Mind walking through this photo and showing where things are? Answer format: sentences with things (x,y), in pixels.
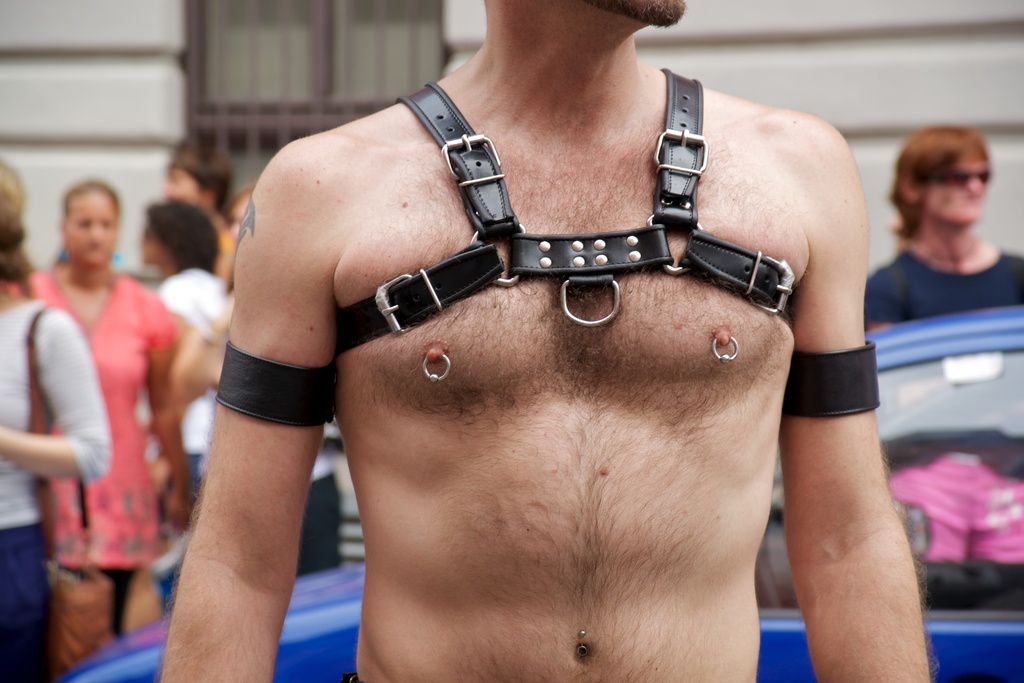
in this picture we see a man (726,255) standing, he wore a belt (405,300) and on the back of him, We see a blue car (947,638) and a human (923,267) standing and on the left (197,353) we see few people (146,435) standing, among them a woman (2,367) wore a hand bag (87,641) on the background (129,59), we see a wall (719,31) of a building (359,31) and a window (259,35).
